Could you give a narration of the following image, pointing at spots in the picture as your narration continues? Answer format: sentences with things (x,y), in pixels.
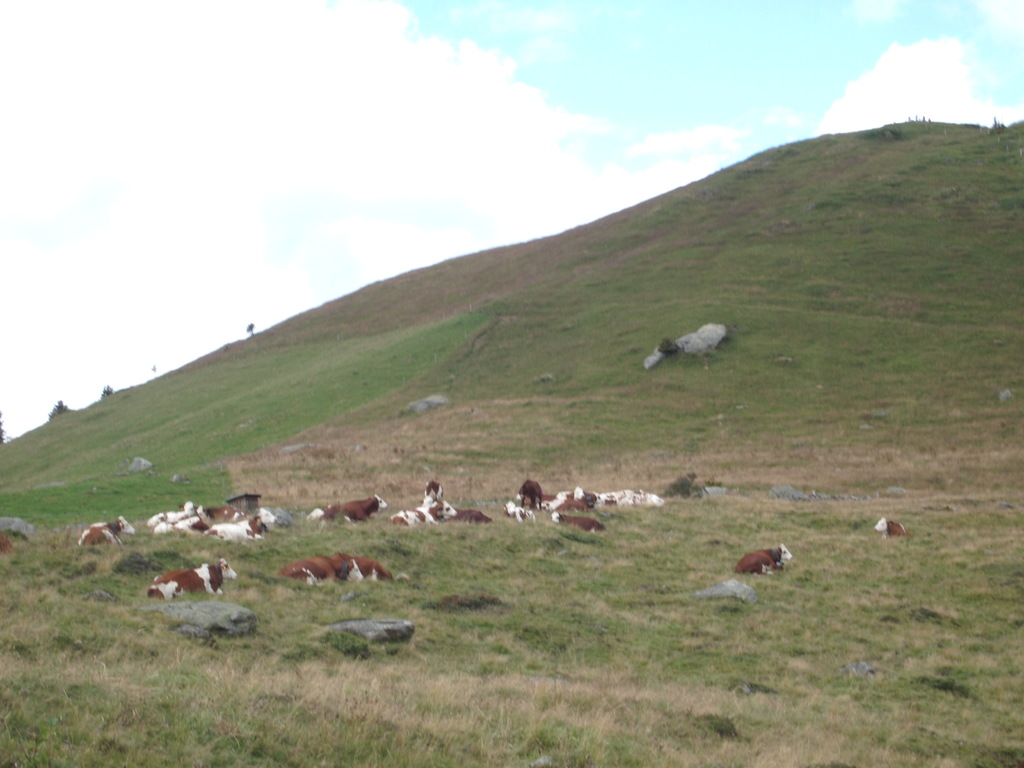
In this picture there are some brown and white color cows (354,578) sitting and eating the grass (250,598). Behind there is a big hilly area (604,329) with full of grass (72,442). On the top (500,95) there is a blue sky (737,87) and white clouds (164,210).
